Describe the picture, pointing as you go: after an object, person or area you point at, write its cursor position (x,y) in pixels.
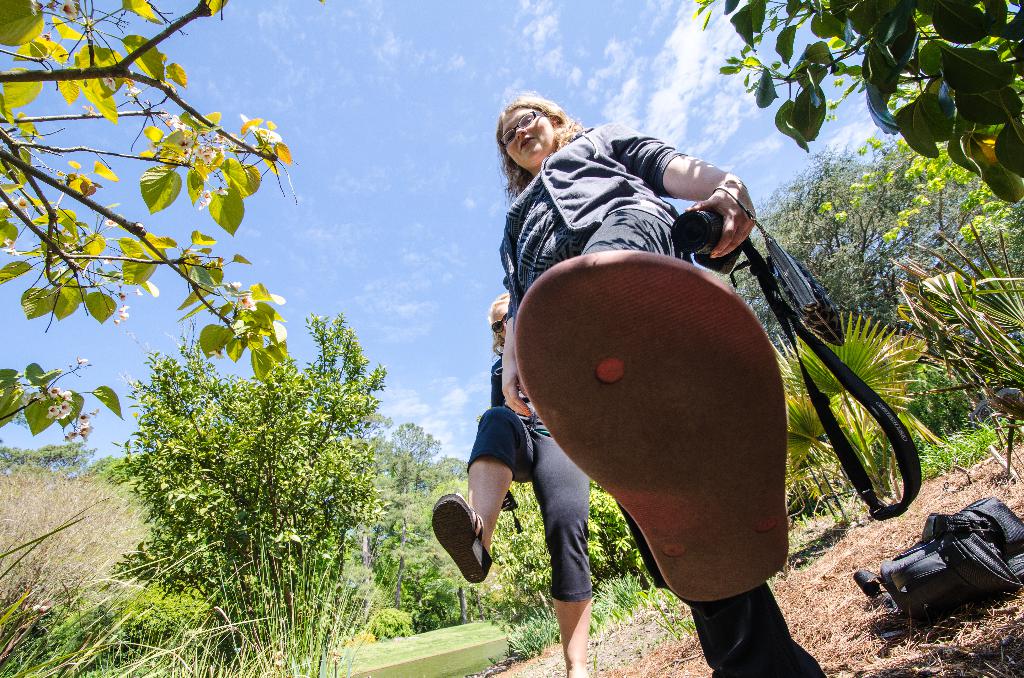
In this picture we can see a woman (540,209) wearing a spectacle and holding a camera (676,244) in her hand (738,204). We can see the purse (827,331) and a person (558,488) wearing goggles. There is some grass (298,585), a bag (872,588) and a few plants (507,598) are visible on the ground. We can see a few trees (1007,225). There is the sky (433,76) and the clouds (707,139).
